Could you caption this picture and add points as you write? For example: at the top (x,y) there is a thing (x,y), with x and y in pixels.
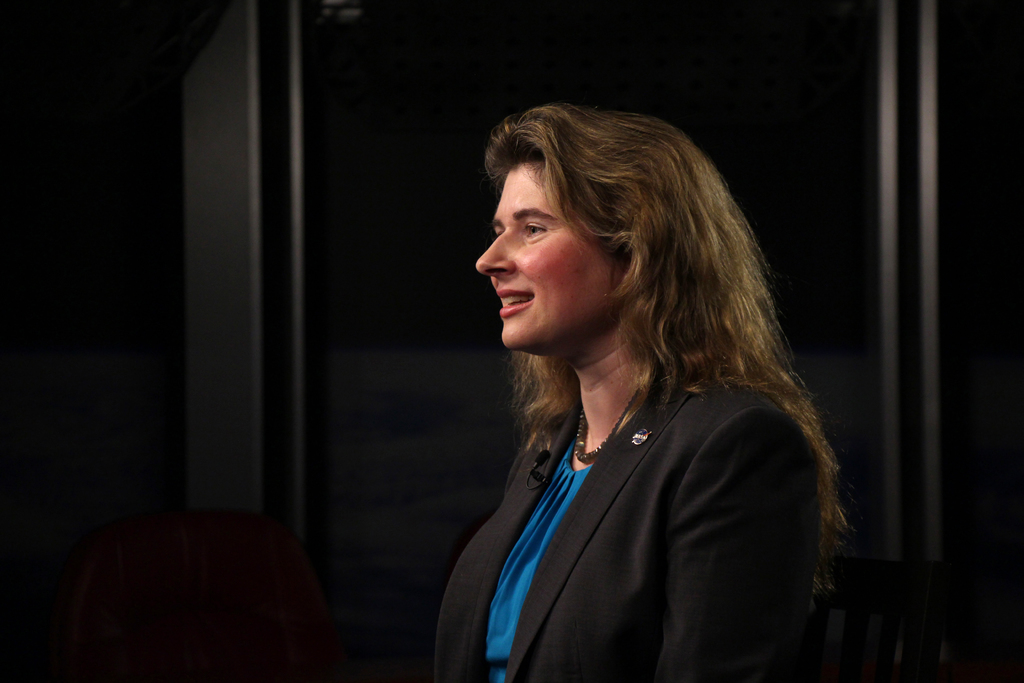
In the front of the image (669,409) I can see a woman (601,507) and chairs (331,672). In the background of the image (983,210) it is dark.
